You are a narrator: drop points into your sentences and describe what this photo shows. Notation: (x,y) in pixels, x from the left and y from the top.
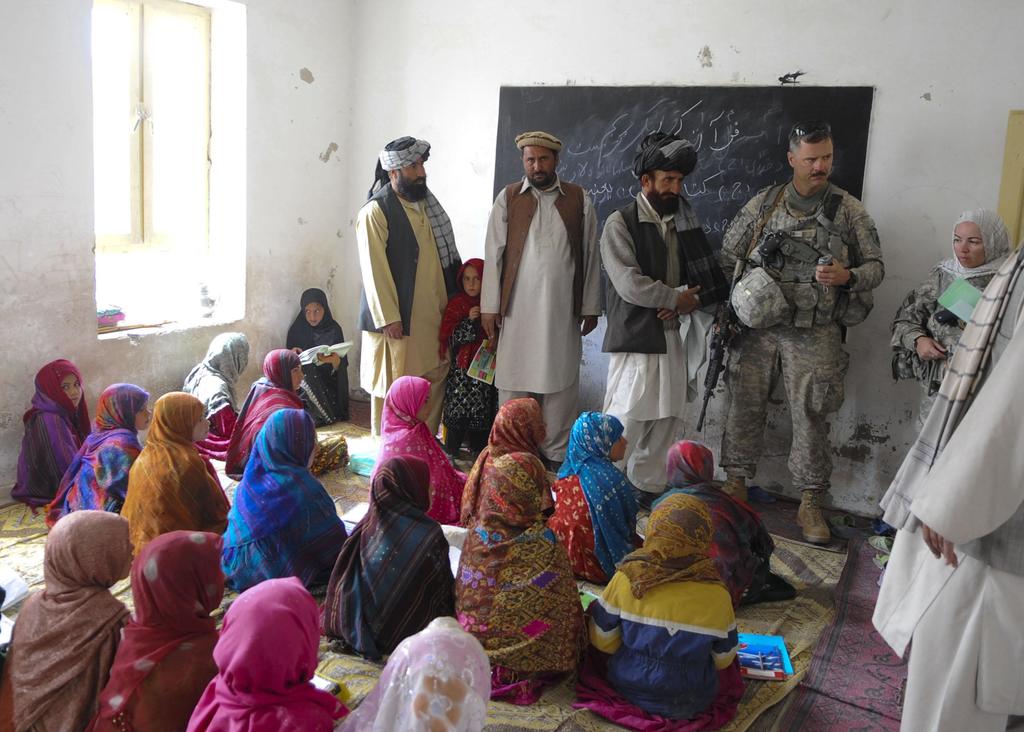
This is a image taken inside a classroom (538,446). At the bottom of the picture (543,573) there are students (254,490) sitting on the floor (334,495). In the center of the picture (624,318) there are group of people (697,268) and soldiers (930,376). In the background (571,112) there is a board (698,104) and wall (271,56). On the left (168,122) we can see window (158,134). On the right (976,485) there is a person (956,542) standing.
